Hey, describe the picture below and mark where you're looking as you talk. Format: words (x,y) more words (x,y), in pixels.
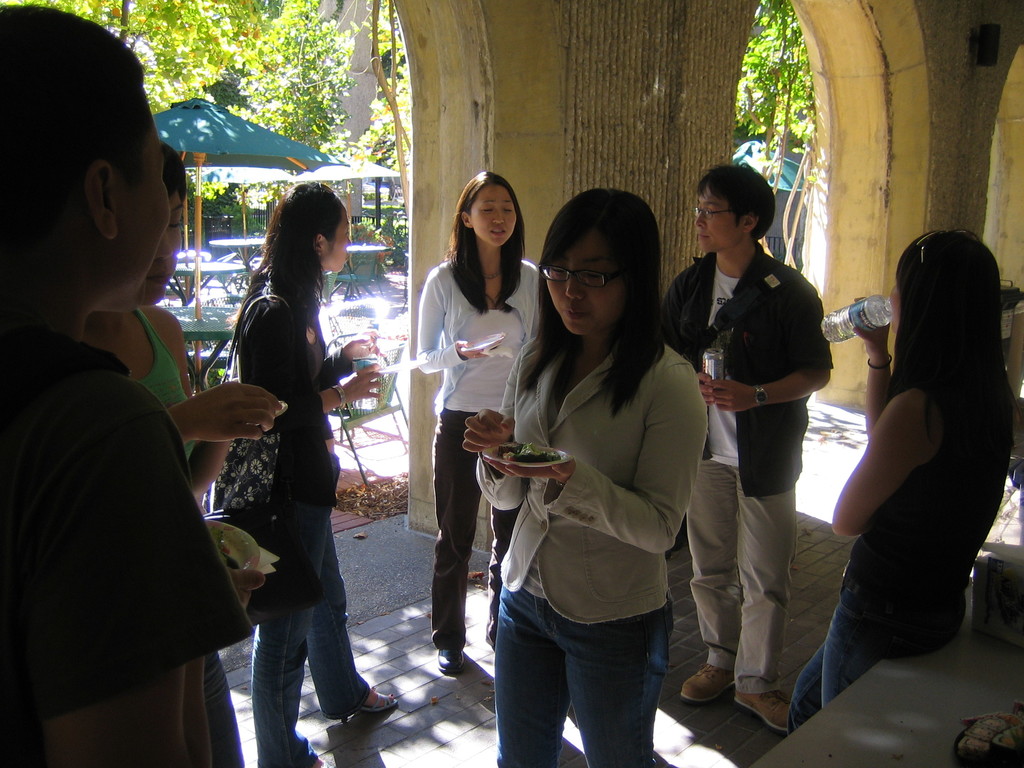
In this image there are people (319,413) standing, holding few items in their hands (270,414), in the background (598,142) there are pillars (717,82), trees (219,21), umbrellas (231,163), tables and chairs (393,382).
